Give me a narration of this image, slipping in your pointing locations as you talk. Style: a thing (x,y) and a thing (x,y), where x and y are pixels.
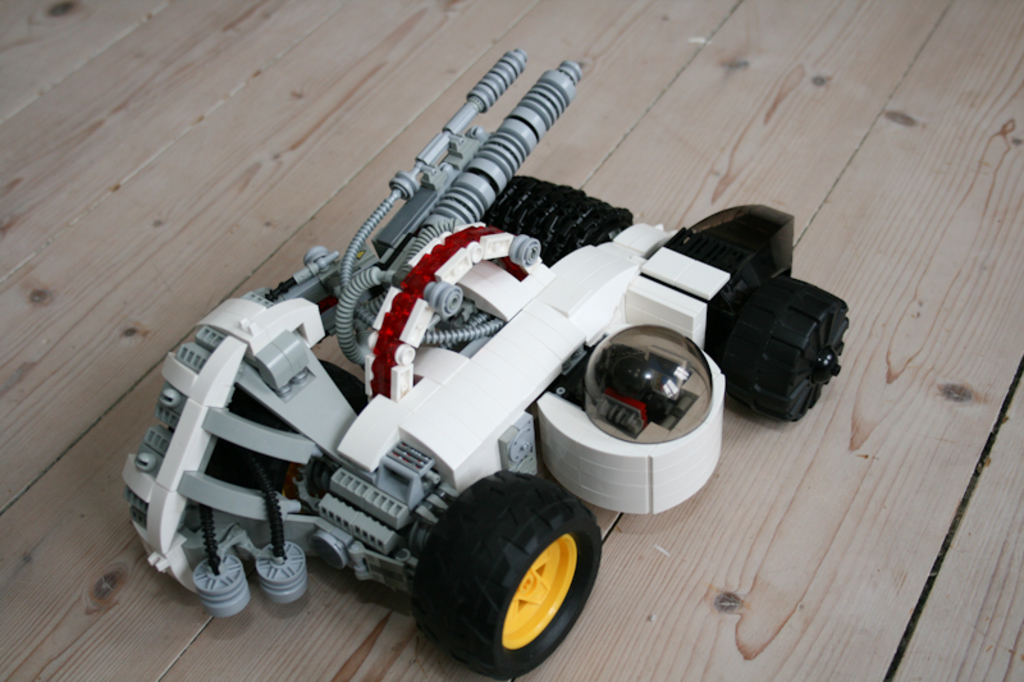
At the bottom of this image (445,502), there is a toy vehicle (233,313) on a wooden surface (855,425).
